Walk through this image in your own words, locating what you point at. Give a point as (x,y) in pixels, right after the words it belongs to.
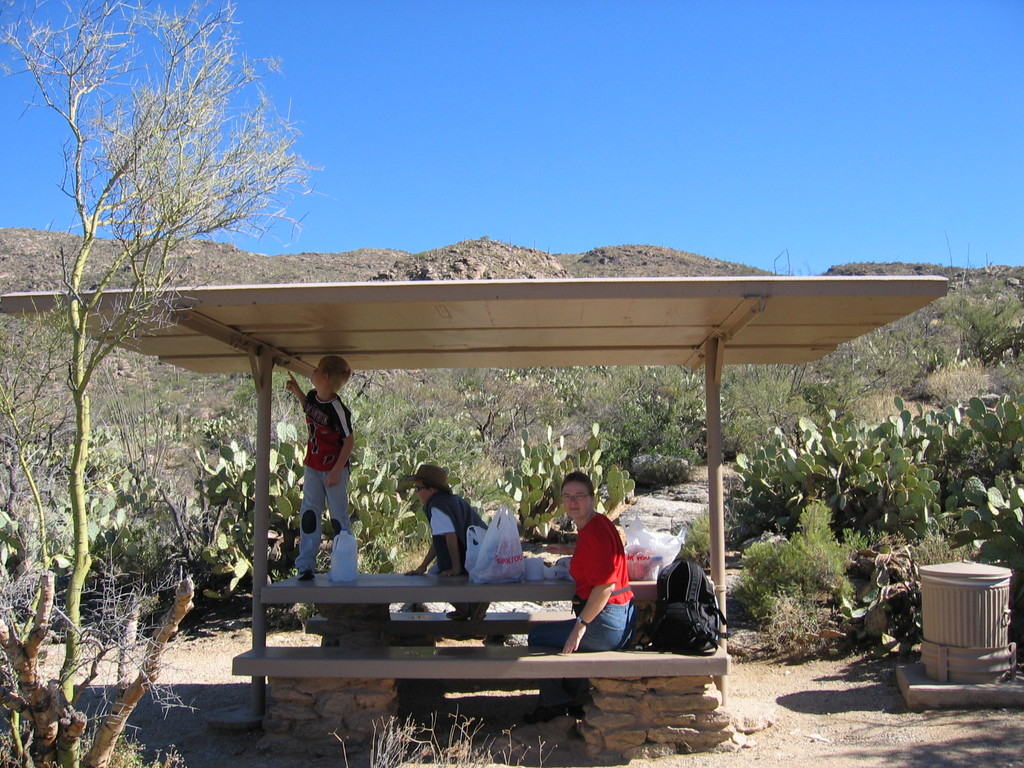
In this image there is a man (446,552) and a woman (540,630) seated on a bench (542,612), in front of them there is a table (454,600), there are a few objects (482,564) and there is a kid (315,414) standing on the table (398,580), on top of the kid (333,473) there is a rooftop (178,316), in the background of the image (375,552) there are trees (587,378), plants (464,386) and mountains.
